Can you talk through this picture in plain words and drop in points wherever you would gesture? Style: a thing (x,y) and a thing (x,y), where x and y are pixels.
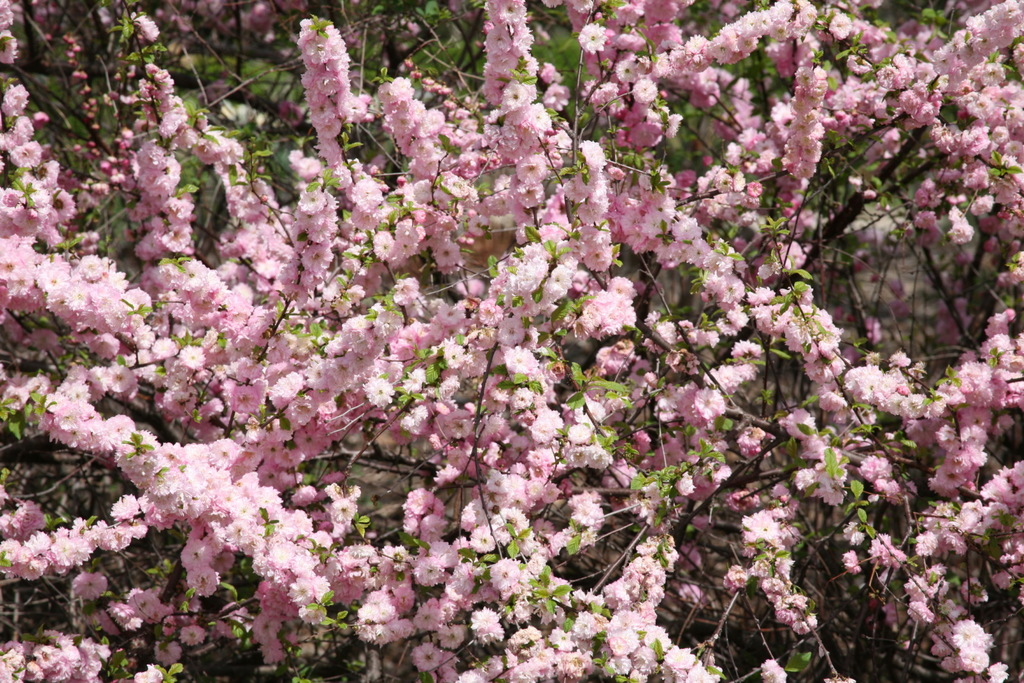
In this picture we can see pink color flowers (564,279), in the background (283,88) there are some leaves (278,75).
